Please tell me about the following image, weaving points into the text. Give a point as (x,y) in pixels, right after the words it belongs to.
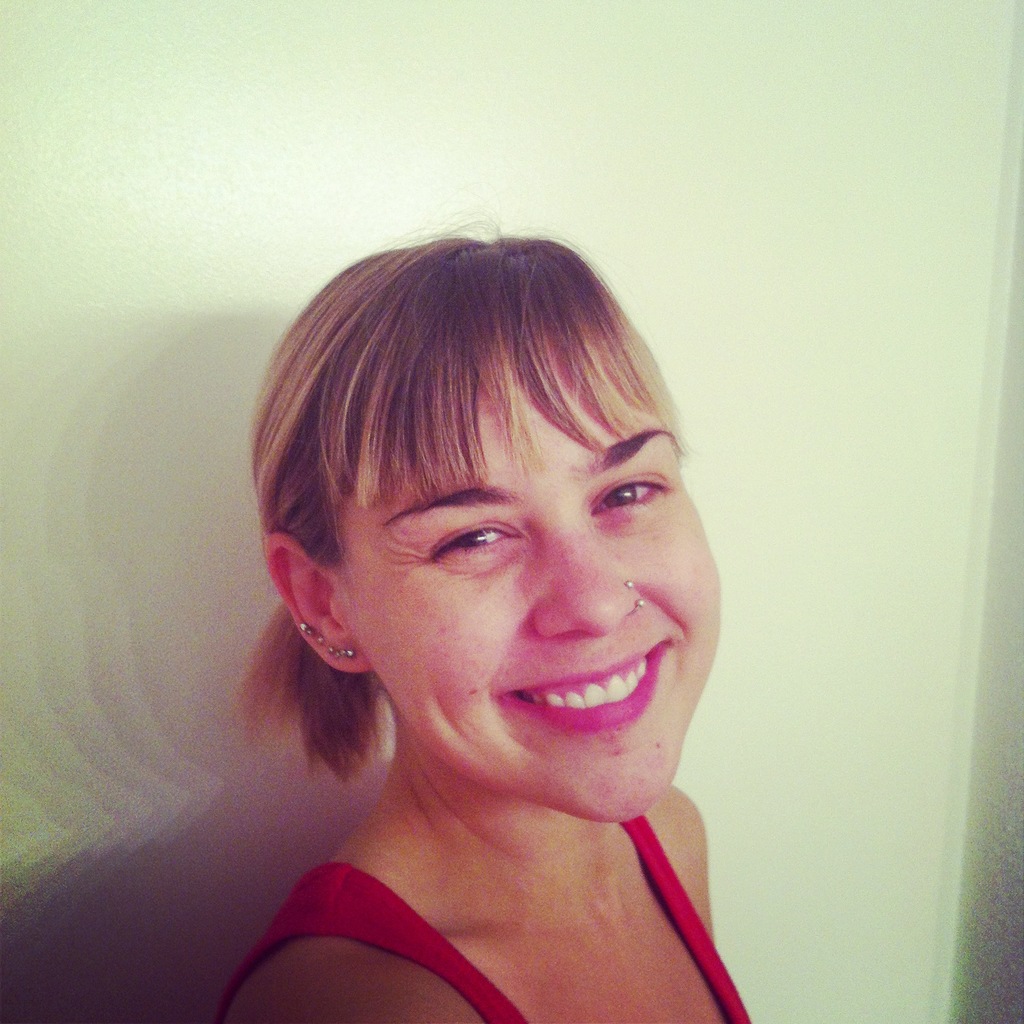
This woman (523,753) is smiling. Background (884,446) there is a white wall (188,555).
